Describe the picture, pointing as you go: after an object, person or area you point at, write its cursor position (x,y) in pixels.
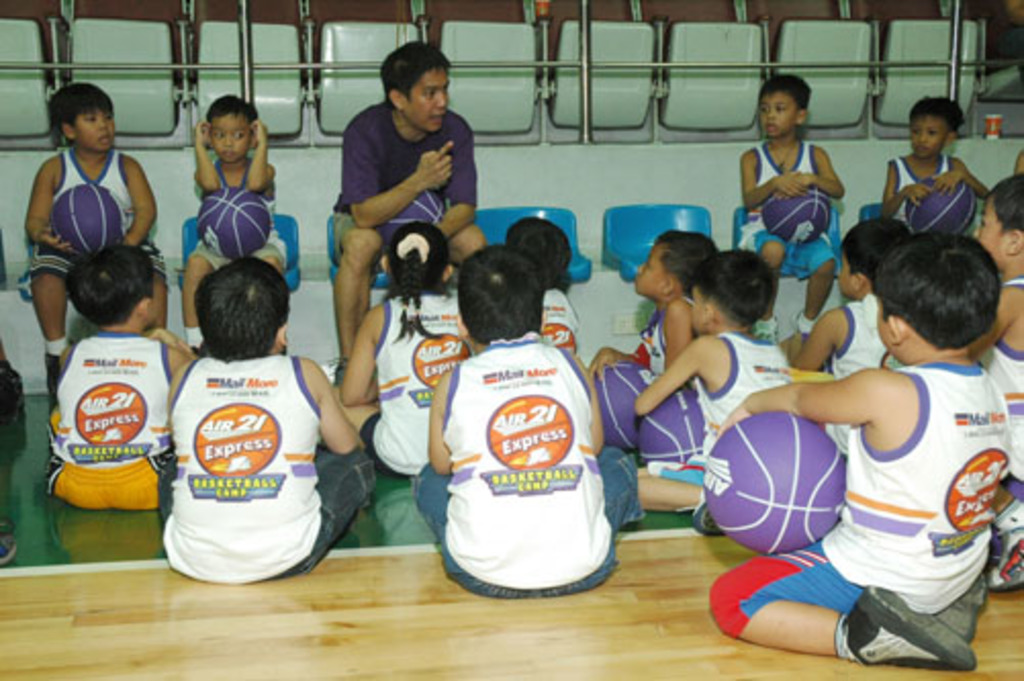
In this picture I can see there are few kids (117,188) sitting in the chairs (830,221) and few are sitting on the floor (710,677), there is a person (439,103) sitting in the chair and explaining. In the backdrop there is a railing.
